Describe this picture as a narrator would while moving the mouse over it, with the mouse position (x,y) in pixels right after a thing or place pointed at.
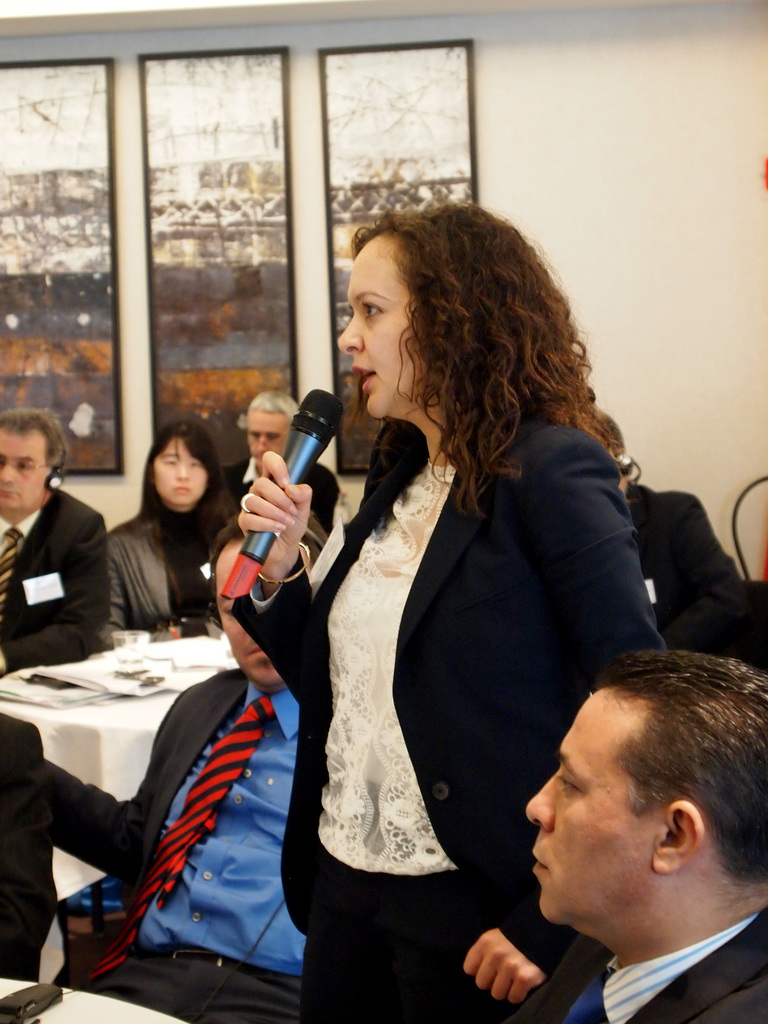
This is a picture taken in a room (509,704), there are a group of people (187,730) sitting on a chair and a woman (430,603) in black blazer (467,601) holding a microphone (296,451). In front of the people (147,836) there is a table (112,742) on the table (109,725) there are books (74,691) and glasses (135,649). Background of this people (222,563) there is a wall (553,178) which is in white color on the wall (591,136) there are the photo frames (252,185).
